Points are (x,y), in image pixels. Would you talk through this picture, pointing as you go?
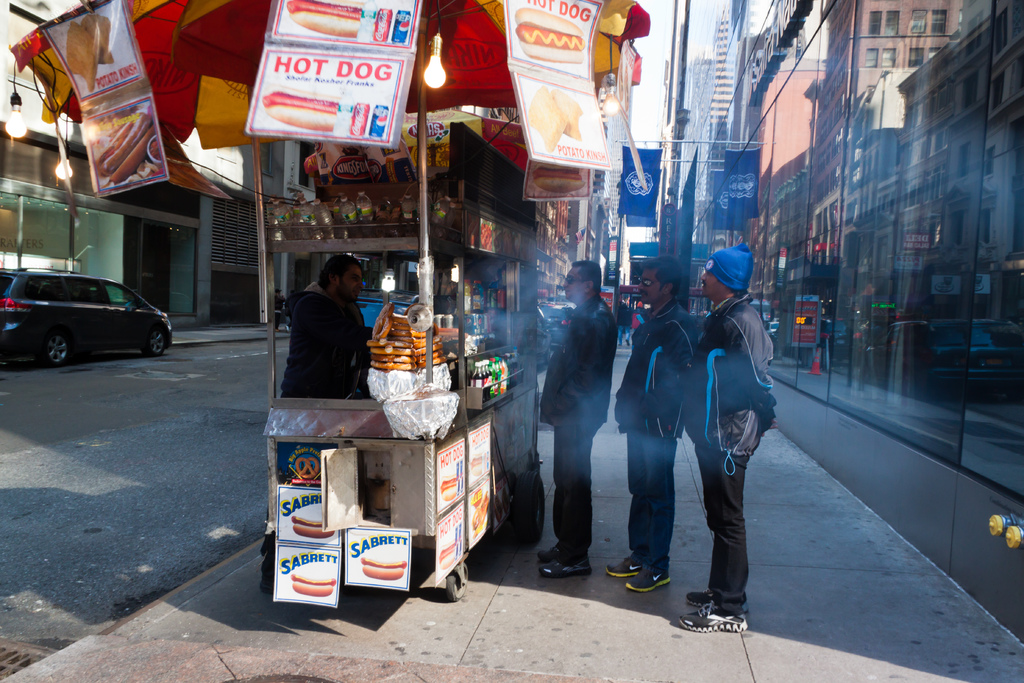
In this image there are group of people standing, there is a food stall (508,290) with boards (358,130), light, umbrella (417,82), food items (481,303) and some other items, and there are buildings (764,42), vehicles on the road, and in the background (654,81) there is sky (647,88).
